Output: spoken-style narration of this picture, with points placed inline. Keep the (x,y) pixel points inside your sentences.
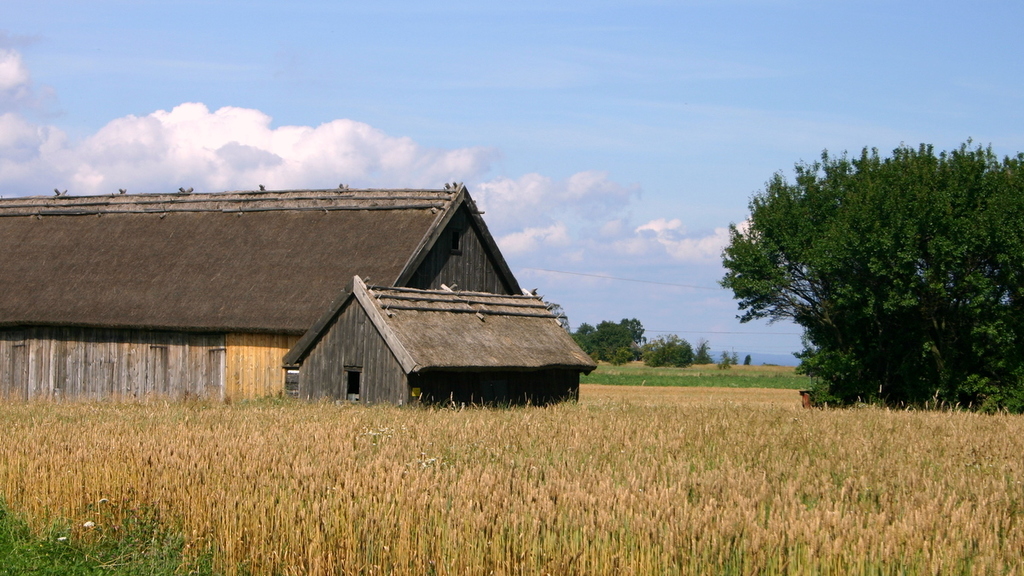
In the center of the image (378,366) there is a house (407,371). At the bottom of the image (151,428) there are crops (266,560). At the right side of the image (743,319) there is a tree (955,177). At the top of the image (607,48) there is sky (402,62).
